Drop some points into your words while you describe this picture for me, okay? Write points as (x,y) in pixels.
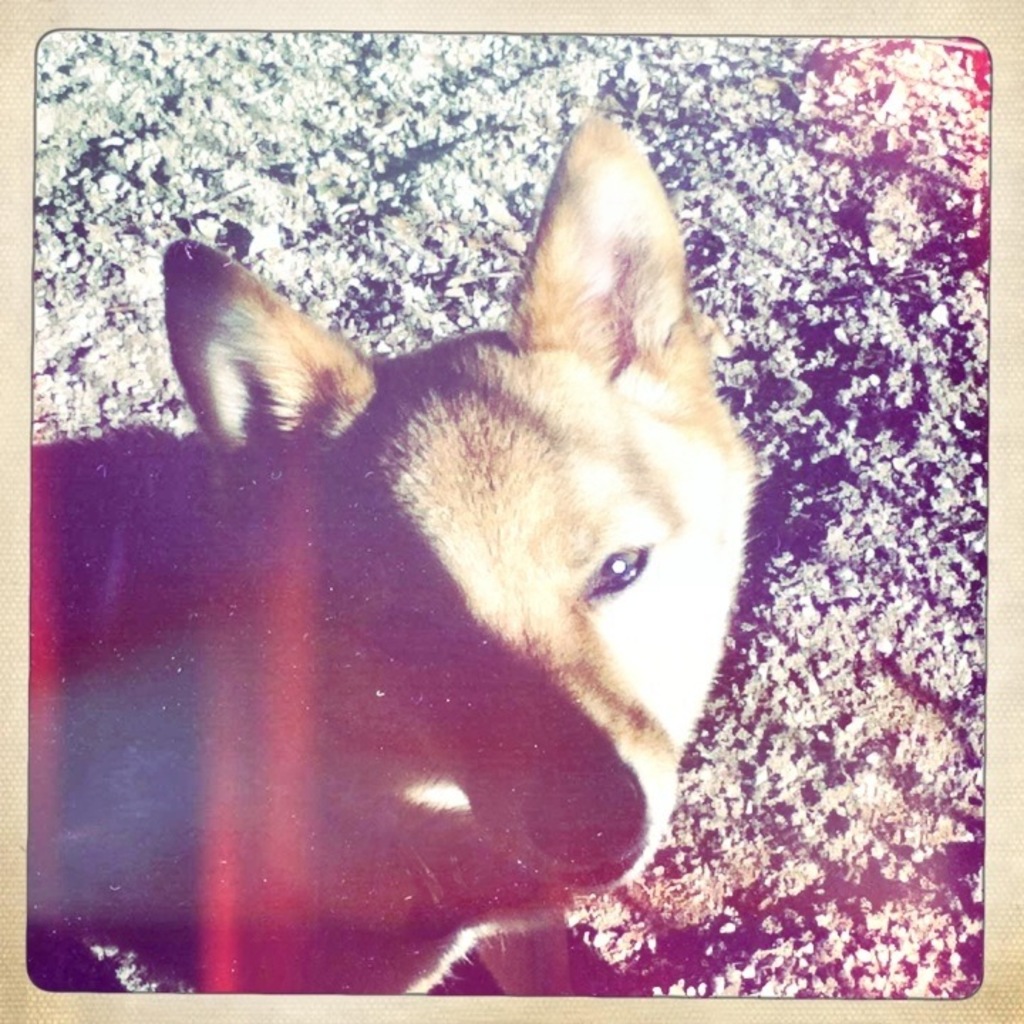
In this image we can see a photograph (402,530) on a page (457,14) of the album (401,18) and in the photo (696,558) we can see a dog (483,466) and stones (320,256) on the ground (335,291).
